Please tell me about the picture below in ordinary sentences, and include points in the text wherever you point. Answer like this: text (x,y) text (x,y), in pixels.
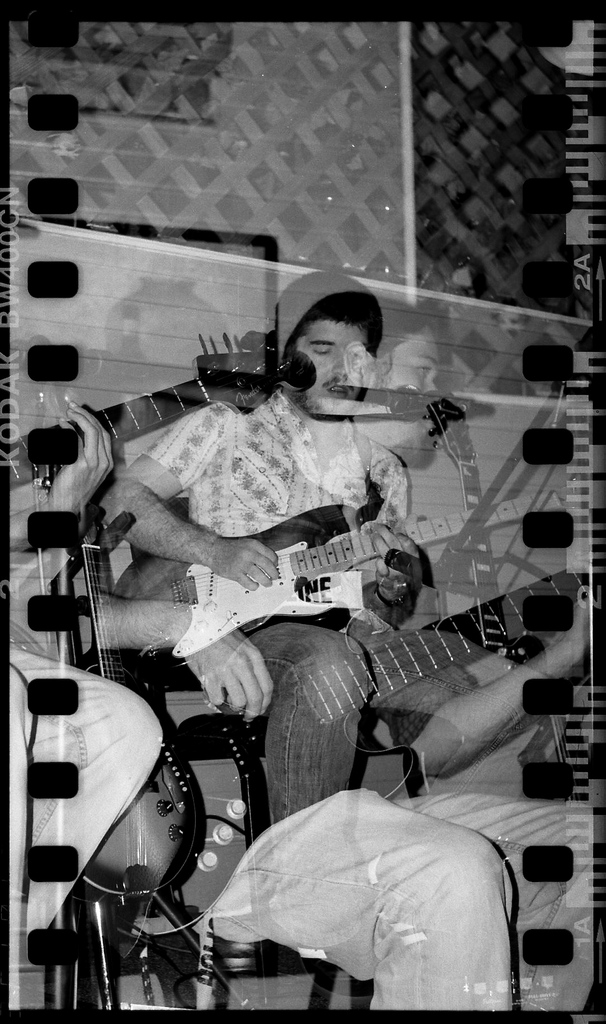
In this picture I can see a man (311,727) is playing the guitar (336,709), it is an edited image.
